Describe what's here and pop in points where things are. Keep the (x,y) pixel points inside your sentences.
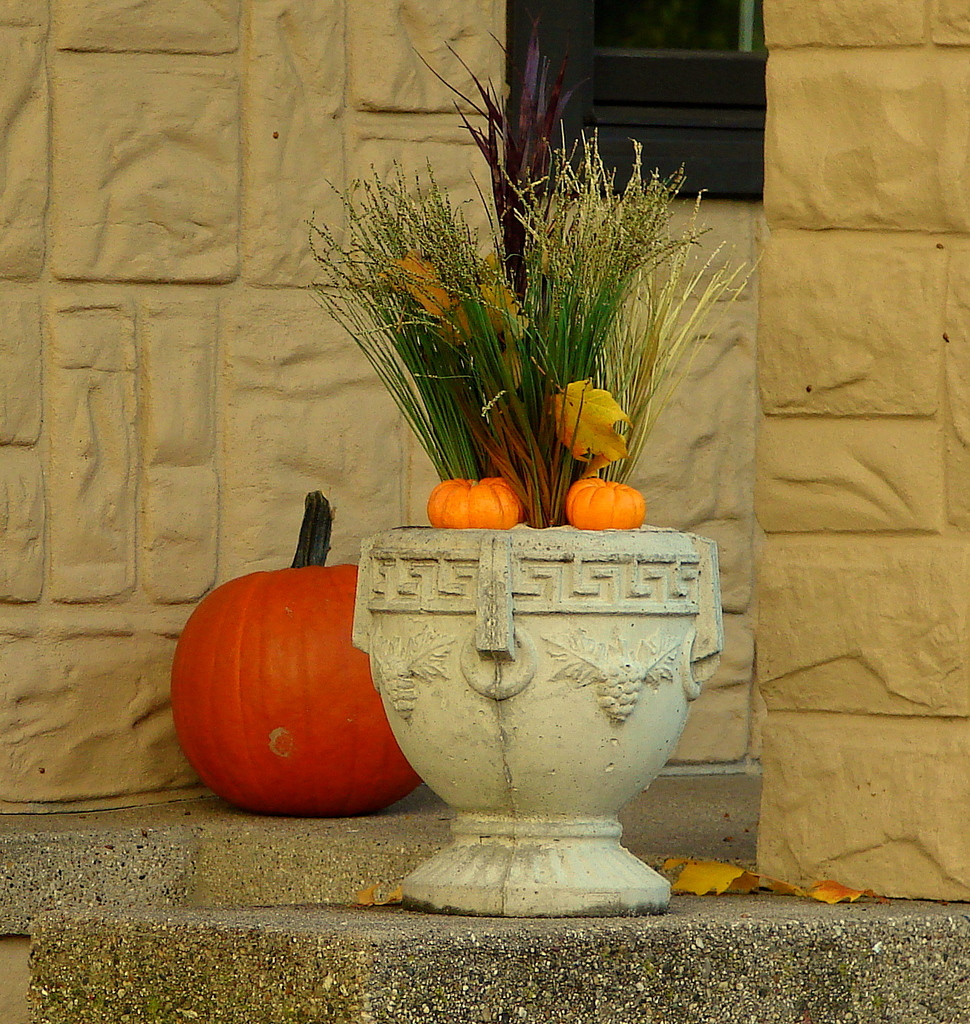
In the center of the image (390,534), we can see a pot (564,739) and there are pumpkins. In the background (374,139), there is wall (417,104).
